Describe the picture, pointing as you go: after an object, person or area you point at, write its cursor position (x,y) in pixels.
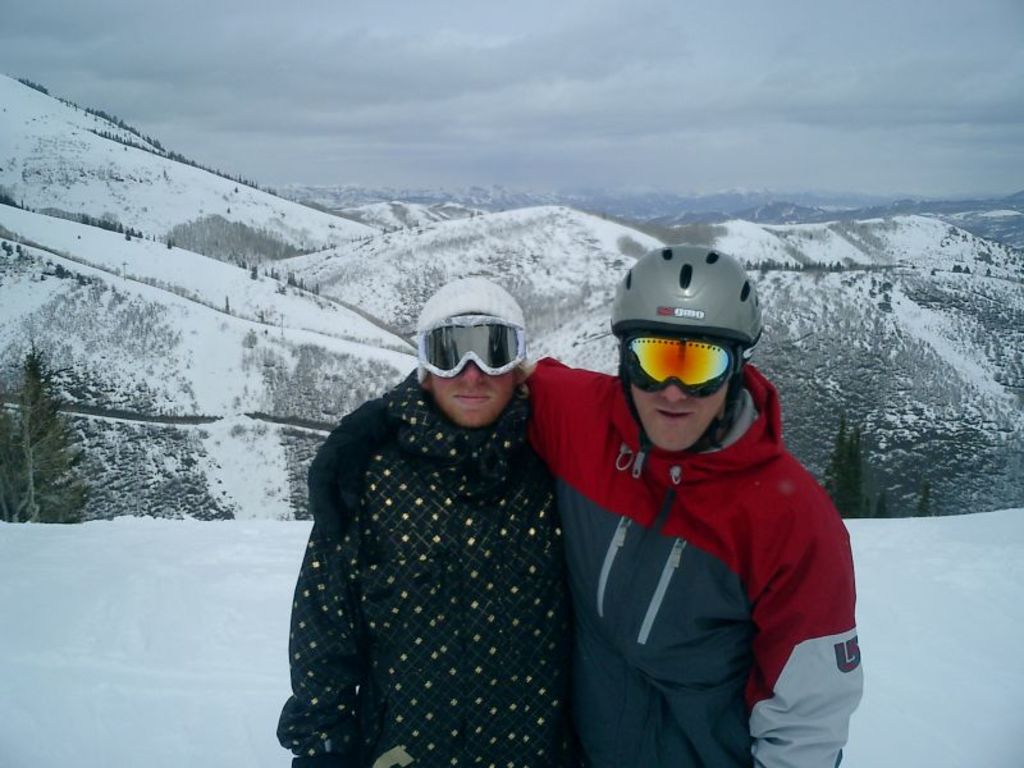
In this image we can see two persons (683,413) standing on the snow (150,569) wearing jackets (478,531), goggles (457,354), helmet (724,318). In the background (222,41) we can see mountains (612,265) and sky (718,83).
